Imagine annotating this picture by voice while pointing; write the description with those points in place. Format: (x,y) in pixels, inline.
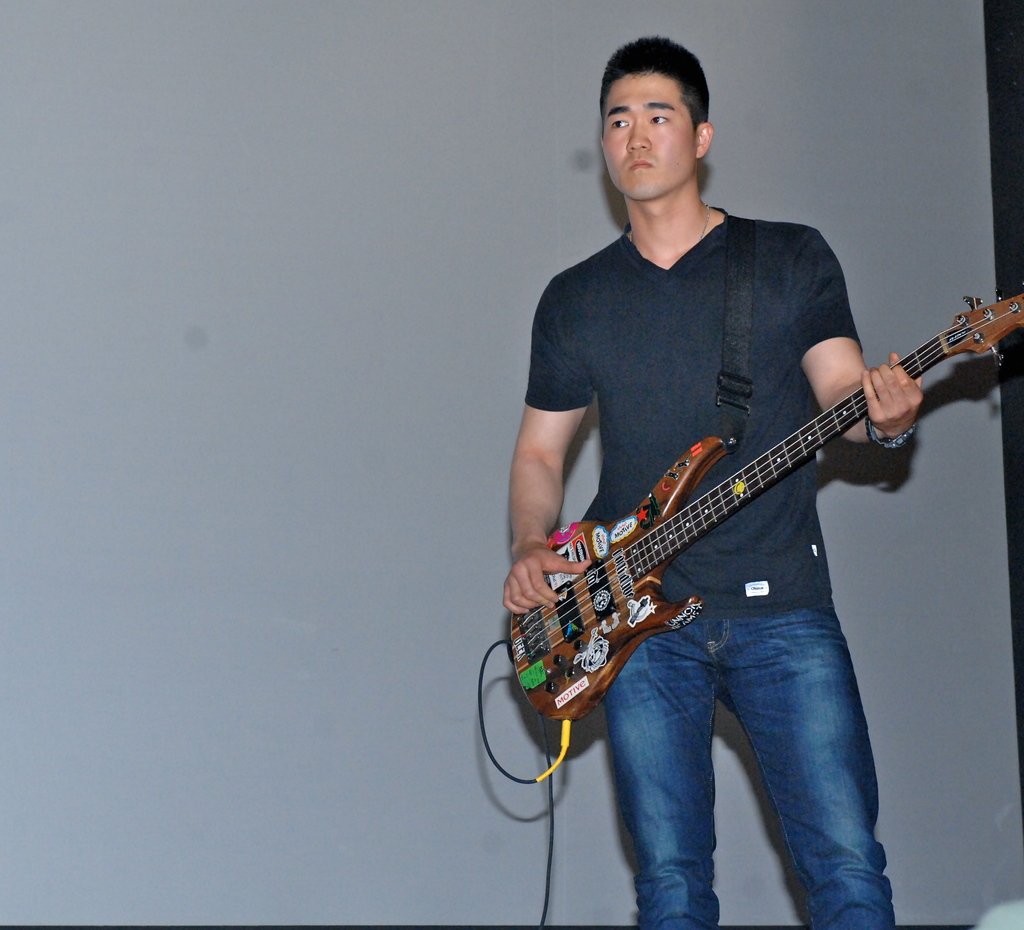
There is a person (562,311) holding a guitar (607,615) and playing. In the back (314,282) there is a wall (327,670).
